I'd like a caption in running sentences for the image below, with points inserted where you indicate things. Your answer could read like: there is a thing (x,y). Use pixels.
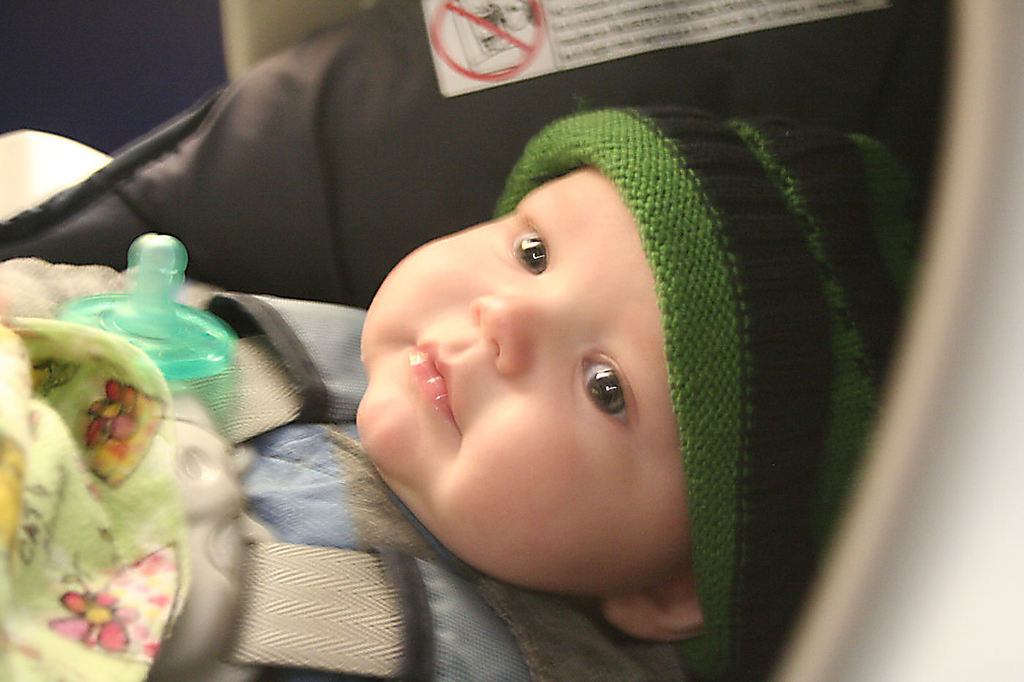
In this image I can see a baby (548,581) and he is wearing a cap (660,224). I can also see a handkerchief (100,423) and a pacifier (218,371).
